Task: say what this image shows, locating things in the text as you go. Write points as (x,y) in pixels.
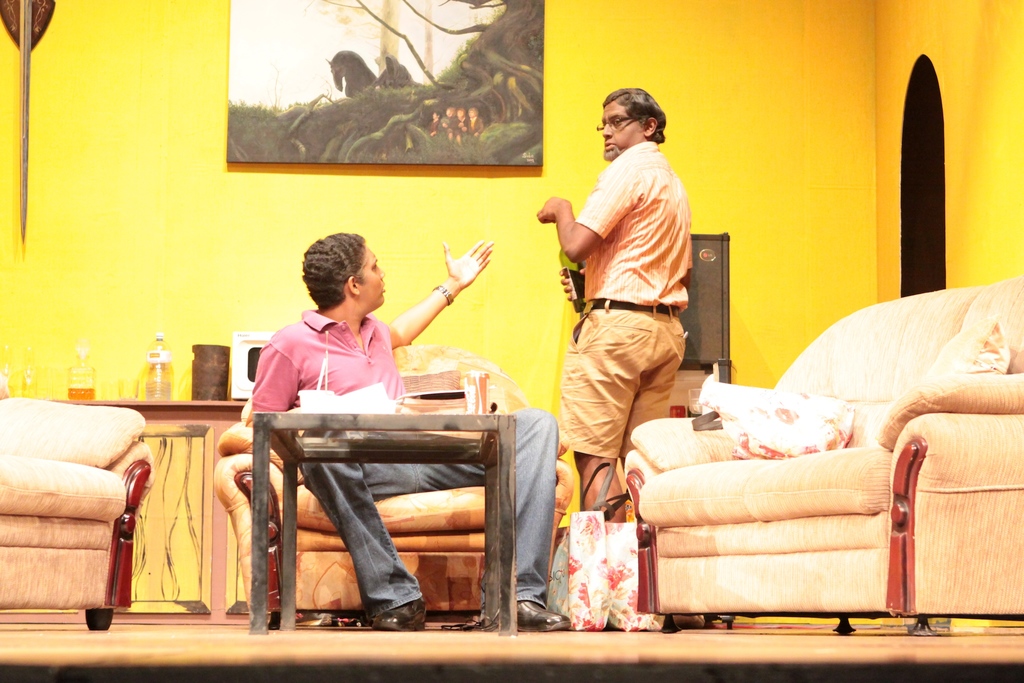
In this image a person (534,585) is sitting on a chair (349,584) before a table (261,613). Another person (593,313) is standing by holding a bottle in his hand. Two bags (645,628) are on the floor (635,636). To the right side (745,477) there is a chair (856,359), two cushions (983,363) in it. Backside there is a table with two bottles (90,390) are on it. Canvas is fixed to the wall (263,262).
